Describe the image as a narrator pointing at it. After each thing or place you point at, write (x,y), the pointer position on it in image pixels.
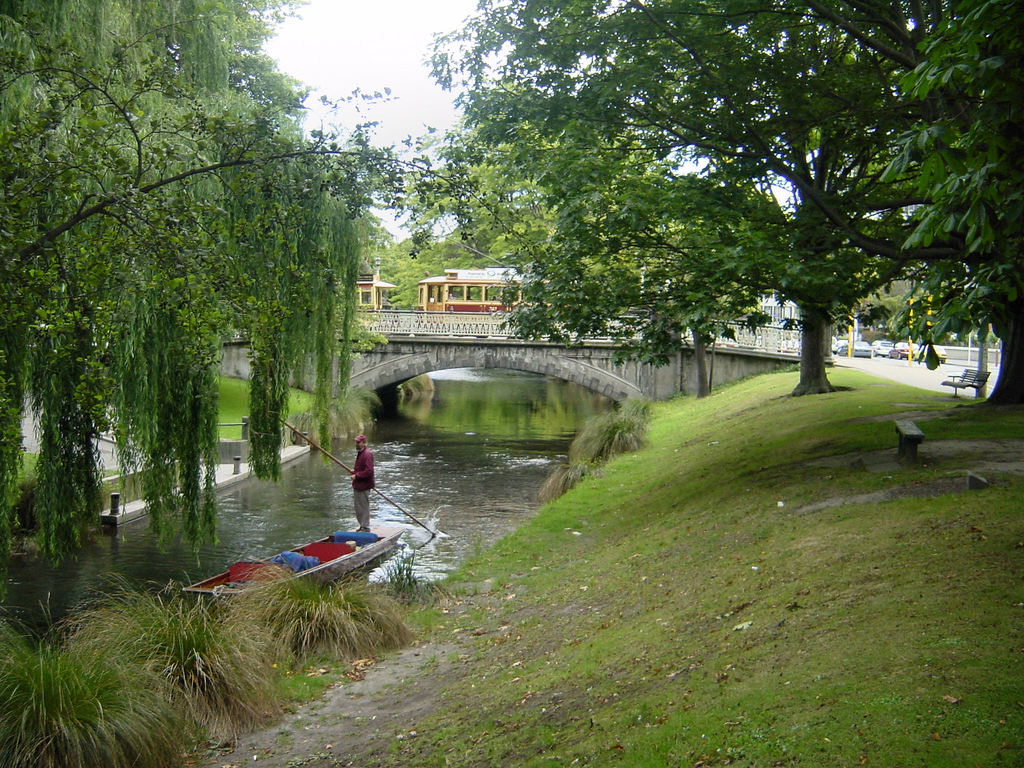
This is the man (356,499) holding a stick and standing on a boat (319,574). This looks like a bridge (460,365). I can see the cars (857,349) parked. These are the trees (815,333) and the plants (193,695). This looks like a canal (423,502) with the water (501,420) flowing. Here is the grass (770,570). I can see a bench (955,382), which is under the tree (985,318).
